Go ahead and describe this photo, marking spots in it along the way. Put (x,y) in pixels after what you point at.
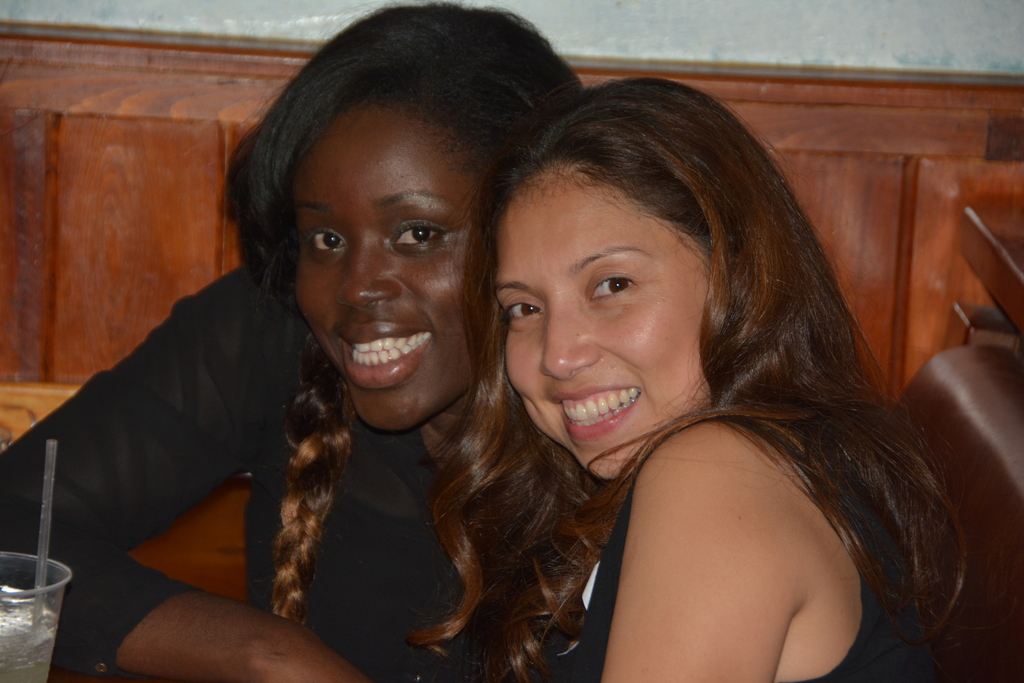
In this image we can see two women (533,195). One woman (416,159) is wearing black dress (346,560). To the left side of the image (33,617) we can see a glass (37,593) with a straw (43,549) in it.
